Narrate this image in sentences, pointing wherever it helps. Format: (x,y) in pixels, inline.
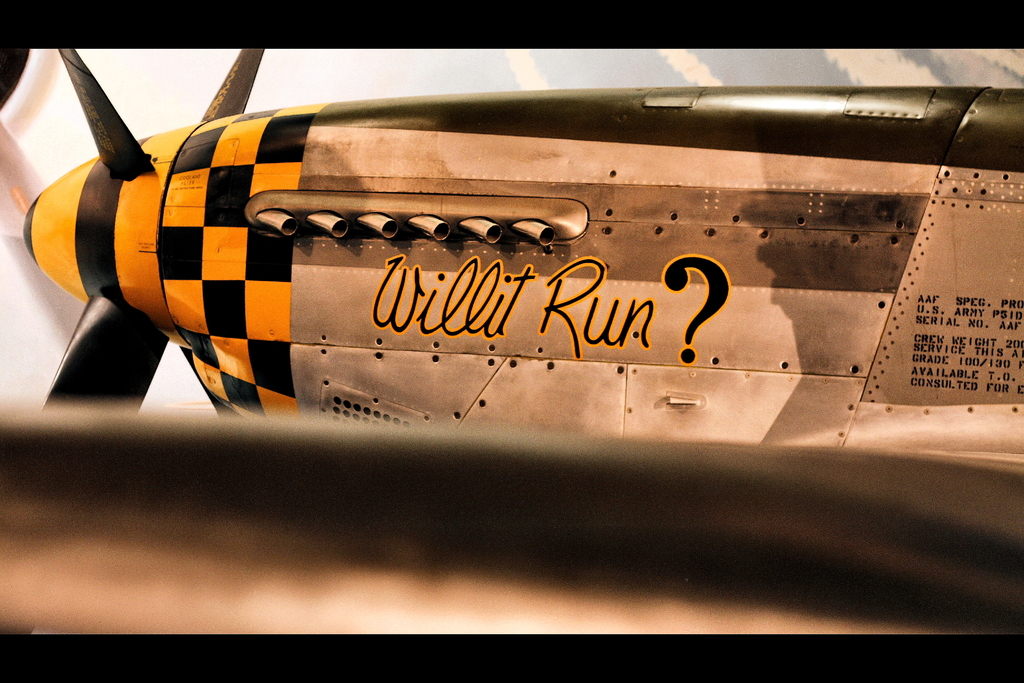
In this image we can see an aircraft (411,264). On the aircraft (715,301) we have some text (456,289). The background of the image (16,263) is white.
